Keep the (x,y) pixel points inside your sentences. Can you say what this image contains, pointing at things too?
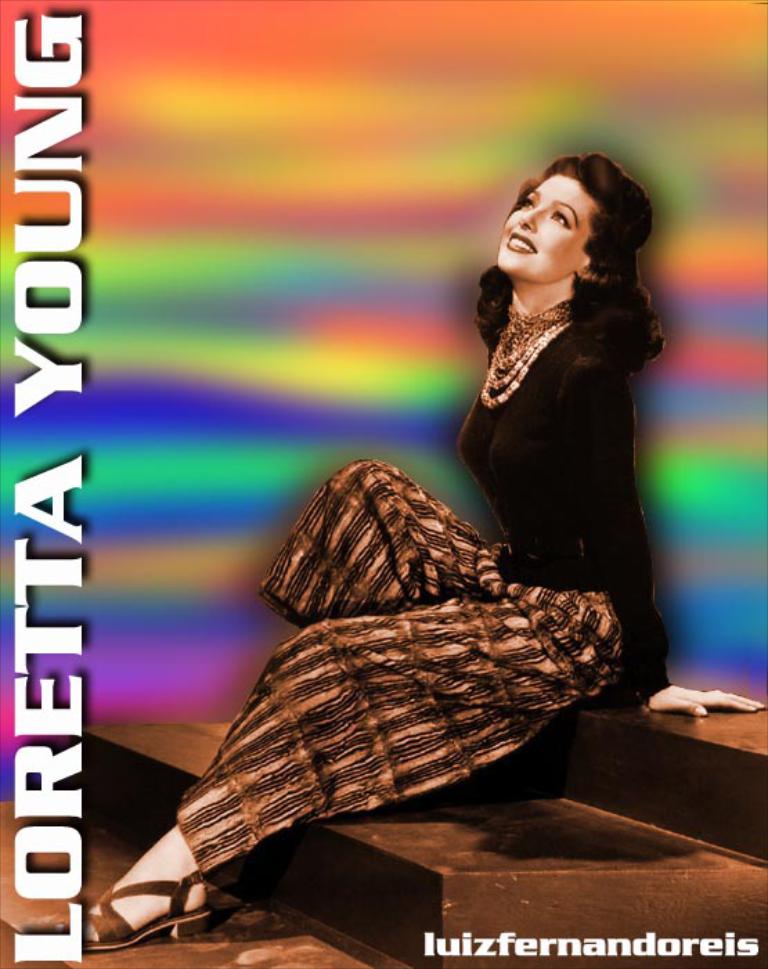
In this image, we can see a poster (562,317) of a person (475,720) sitting on the stairs (401,930). We can also see some text (65,644) written.
